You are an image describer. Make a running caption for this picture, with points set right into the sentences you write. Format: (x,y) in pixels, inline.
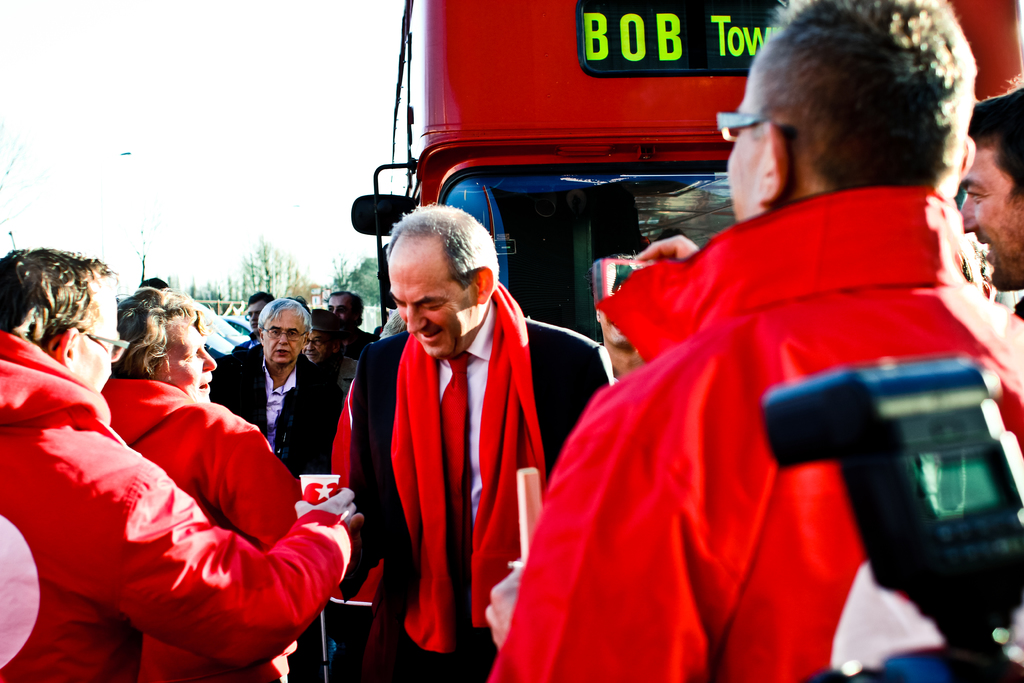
In front of the image there are people (462,371). There is a vehicle (981,74) with some letters (671,41) on it. In the background of the image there are trees (367,304). At the top of the image (134,100) there is sky (185,75).
